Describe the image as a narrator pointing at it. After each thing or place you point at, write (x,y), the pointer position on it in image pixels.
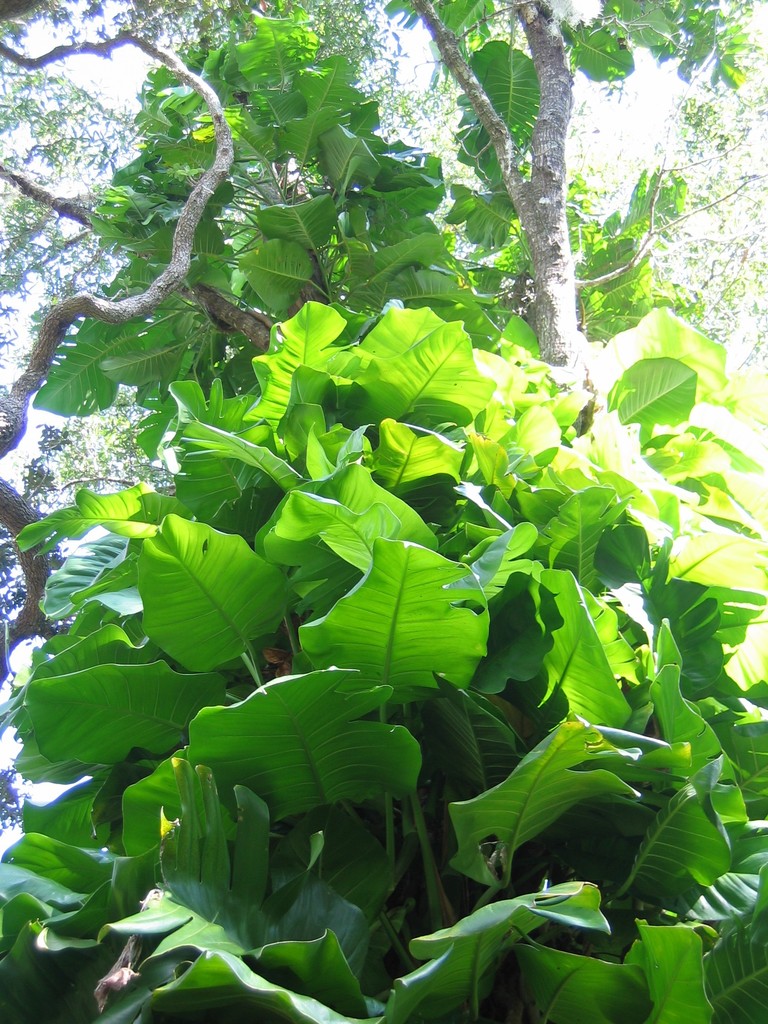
In this image in the foreground (506,600) there are plants (510,430), and in the background (405,181) there are trees (553,171) and sky (584,142).
